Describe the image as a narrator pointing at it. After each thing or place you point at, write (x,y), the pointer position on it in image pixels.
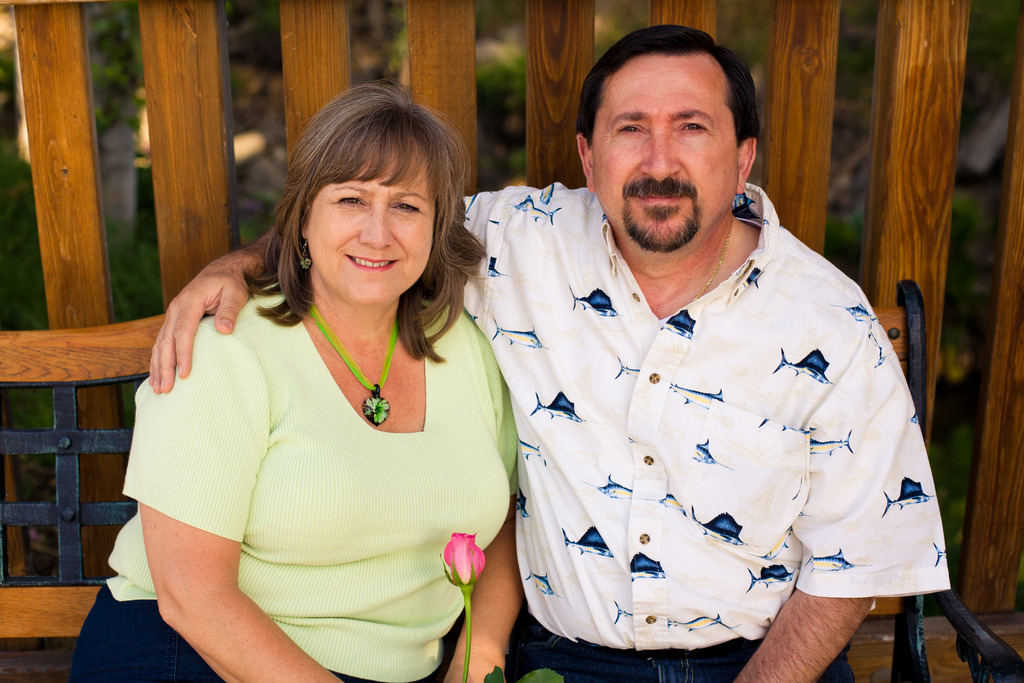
In this image there are two persons (425,446) sitting on the bench (33,508), a person (407,374) holding a pink color rose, and at the background (161,42) there are wooden logs (148,38), grass (23,280), plants (9,177).
